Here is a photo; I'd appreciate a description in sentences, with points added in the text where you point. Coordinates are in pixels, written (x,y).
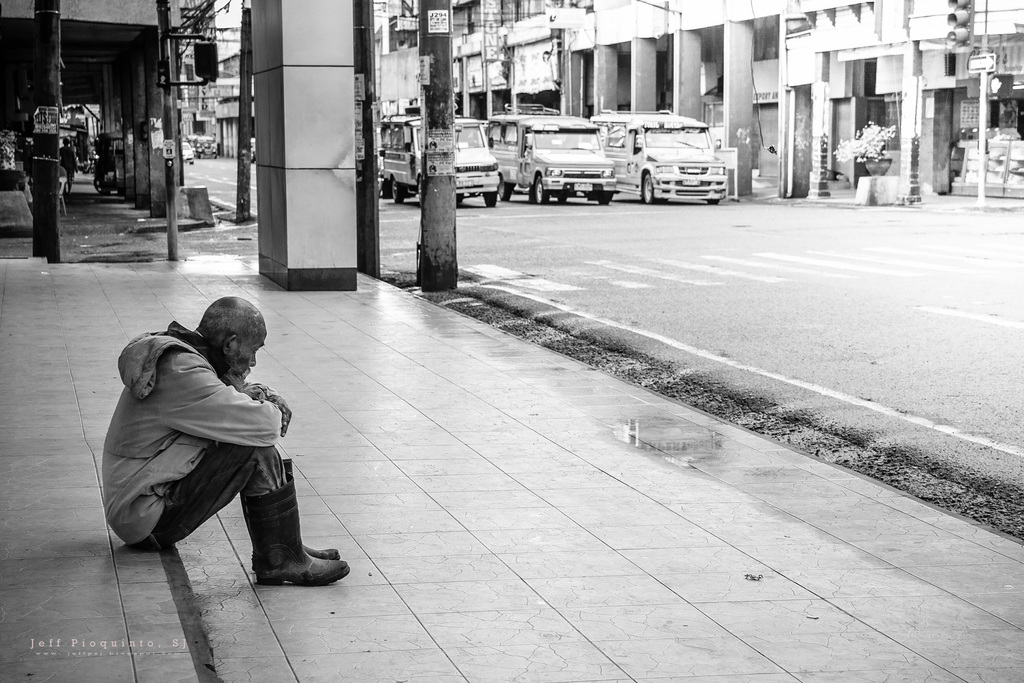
In this image I can see the person (162,506) sitting and I can see few vehicles (474,183) on the road (725,220). In the background (504,57) I can see few electric poles (39,201) and buildings (817,145) and the image is in black and white color.
